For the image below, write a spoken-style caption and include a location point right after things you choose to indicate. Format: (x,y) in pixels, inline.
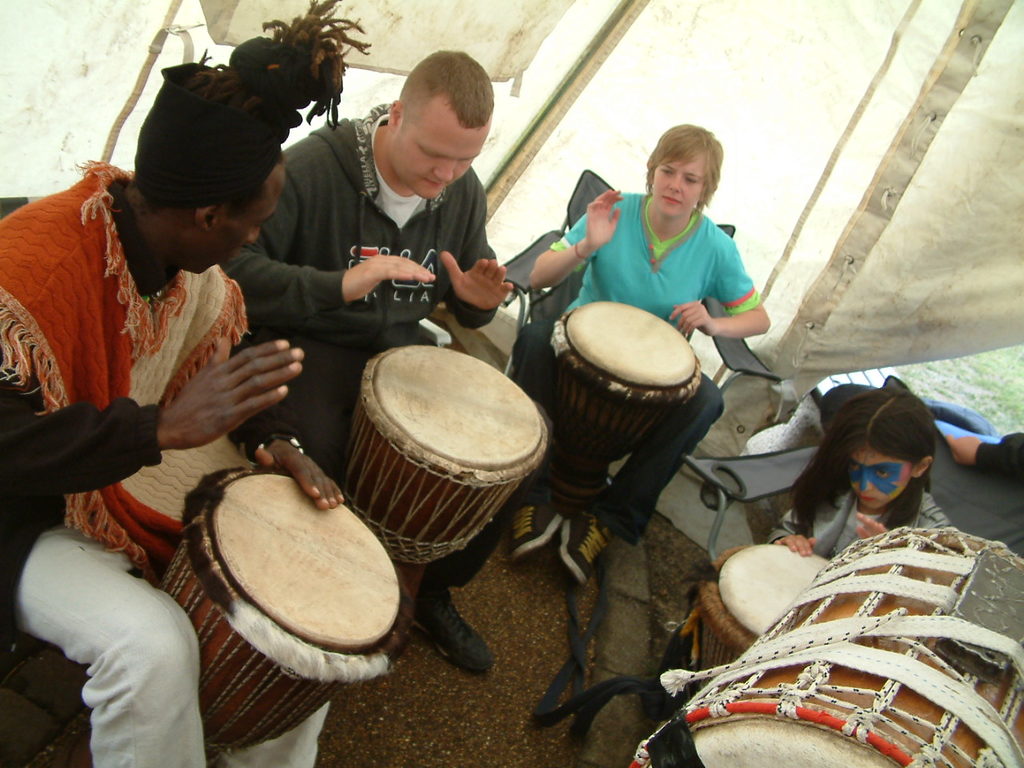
Here we can see a group of people (796,498) in which two are female and two are male, all of them having drums (732,553) near them and they are playing drums (268,475). This guy (89,381) is wearing some kind of shawl (38,264), this girl (836,486) is wearing face paint (890,474) and these two are wearing shoes (457,613) and there is someone behind the little girl (909,494).
